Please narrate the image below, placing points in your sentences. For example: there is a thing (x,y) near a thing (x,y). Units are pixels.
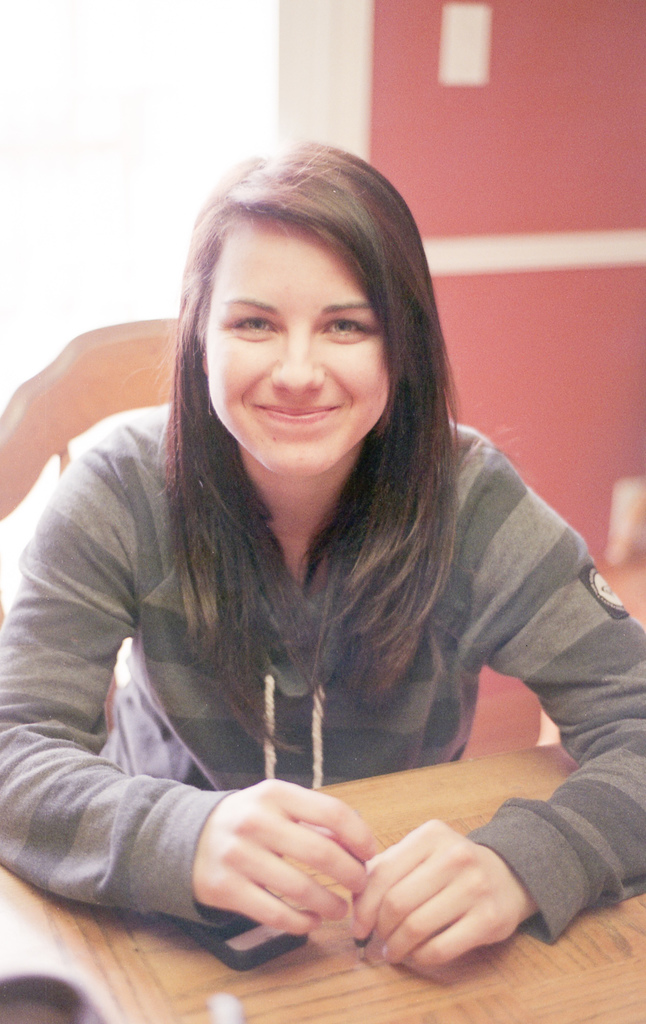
This image is taken indoors. At the bottom of the image (319,990) there is a table (222,971) with a mobile phone (226,936) on it. In the middle of the image (409,344) a girl (295,513) is sitting on the chair (107,355) and she is with a smiling face (272,461). In the background (639,150) there is a wall (556,140).
